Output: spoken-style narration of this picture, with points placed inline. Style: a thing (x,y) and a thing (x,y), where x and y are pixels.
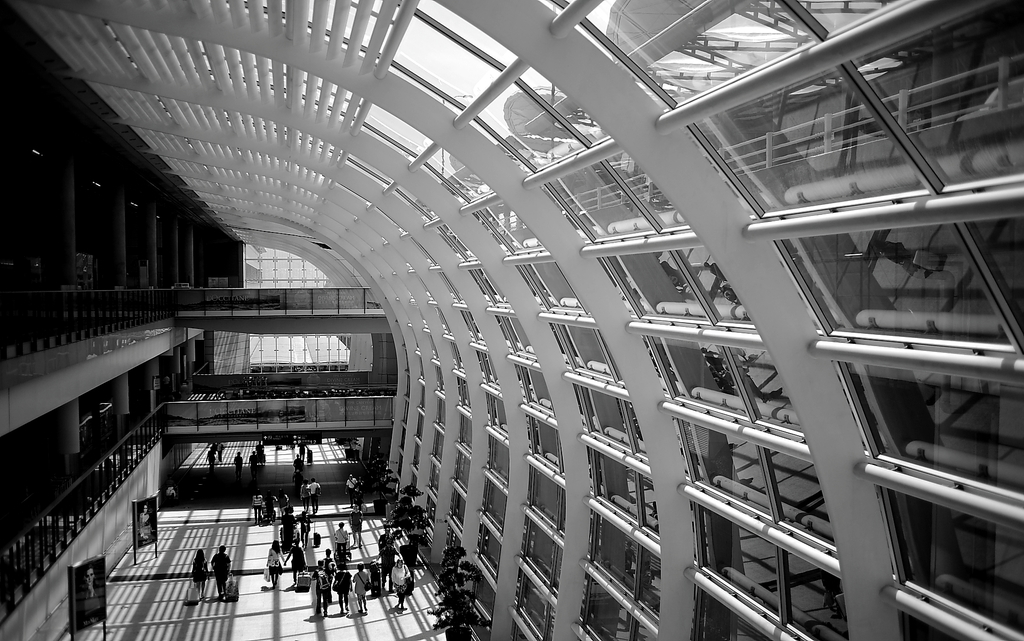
In this picture there are people (286,500) and posters (143,521) at the bottom side of the image (245,533), it seems to be a view of inside a building (198,316), there are two floors (183,313) on the left side of the image (203,276) and there is a roof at the top side of the image (396,81).
